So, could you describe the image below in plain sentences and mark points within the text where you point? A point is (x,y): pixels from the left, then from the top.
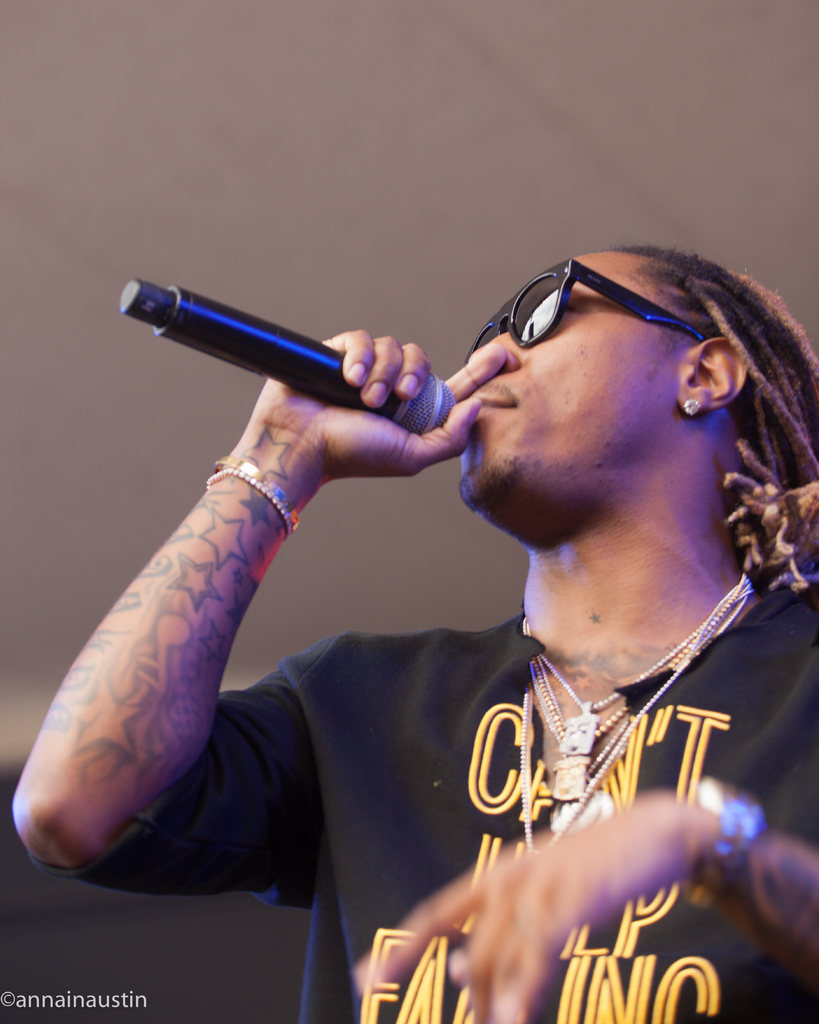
The man (532,596) in black T-shirt (355,773) who is wearing spectacles (547,295) is holding a microphone (297,362) in his hand (466,437). He is singing on the microphone (324,390). At the top of the picture (433,140), we see a wall (404,171) which is white in color.
